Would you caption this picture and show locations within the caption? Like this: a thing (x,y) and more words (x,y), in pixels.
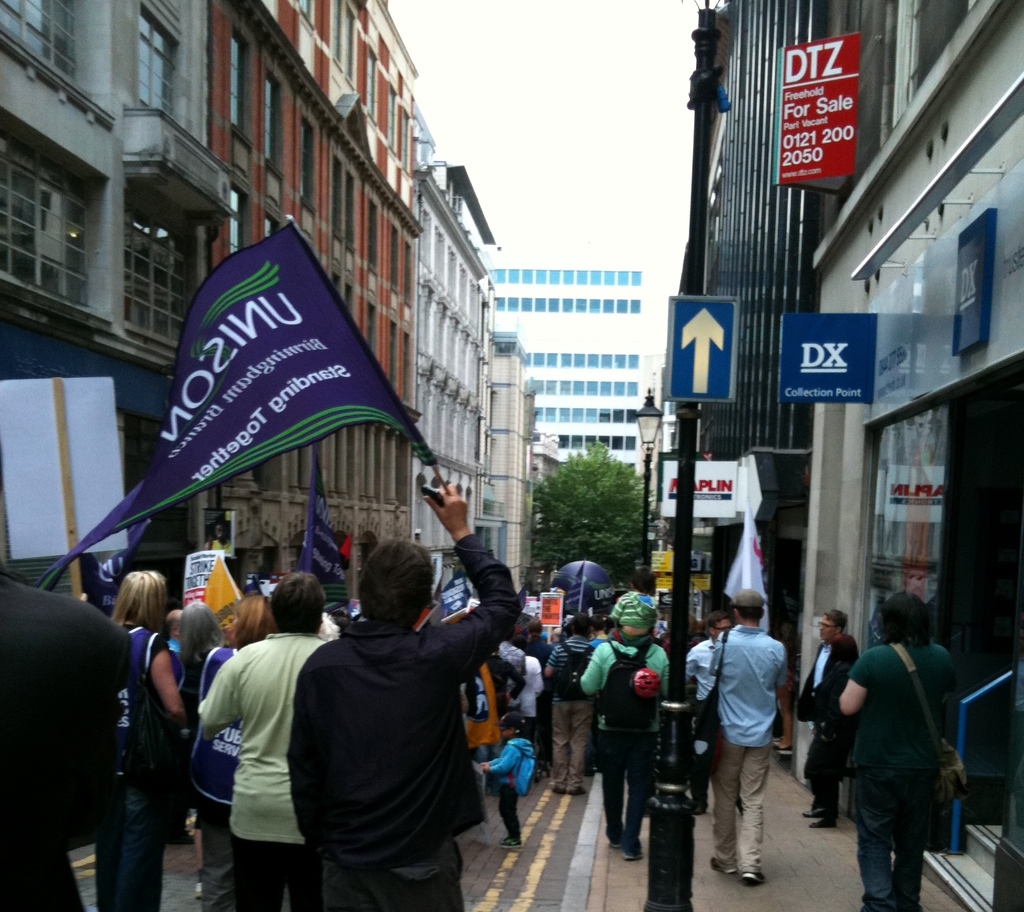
There are many people (340,675) on the road (523,834). Some are holding flags (171,459) and placards (255,587). Also there is a pole (686,502) with sign board (672,358). On the sides there are buildings (787,252) with windows (793,210). In the back (619,424) there is a tree (587,473), light pole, building (557,302) and sky (547,97).
